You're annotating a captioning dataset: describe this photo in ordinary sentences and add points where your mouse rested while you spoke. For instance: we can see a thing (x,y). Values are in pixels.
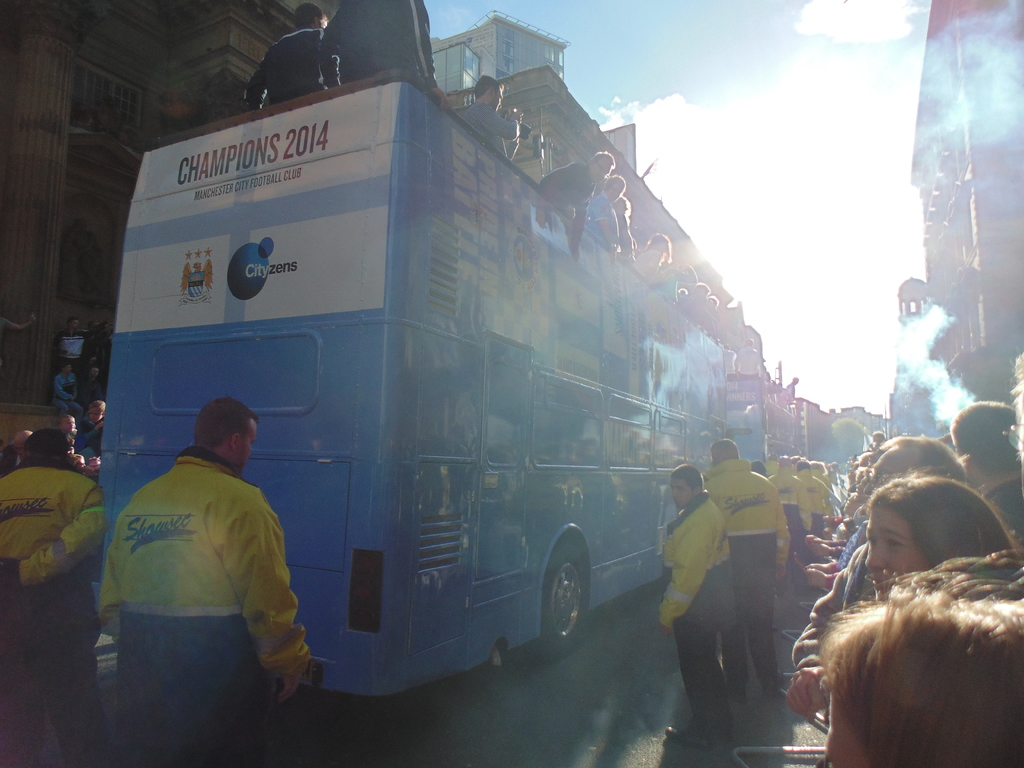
In this image I can see a bus (618,304) in the centre (669,384). On the bus (632,456) and around the bus (466,558) I can see number of people (55,586) are standing. I can also see number of buildings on the both side of this bus (622,482). On the back side of the bus (317,280) I can see something is written. In the background (732,229) I can see clouds (718,135), the sky (627,62) and on the right side of this image (939,408) I can see smoke (1009,32).
